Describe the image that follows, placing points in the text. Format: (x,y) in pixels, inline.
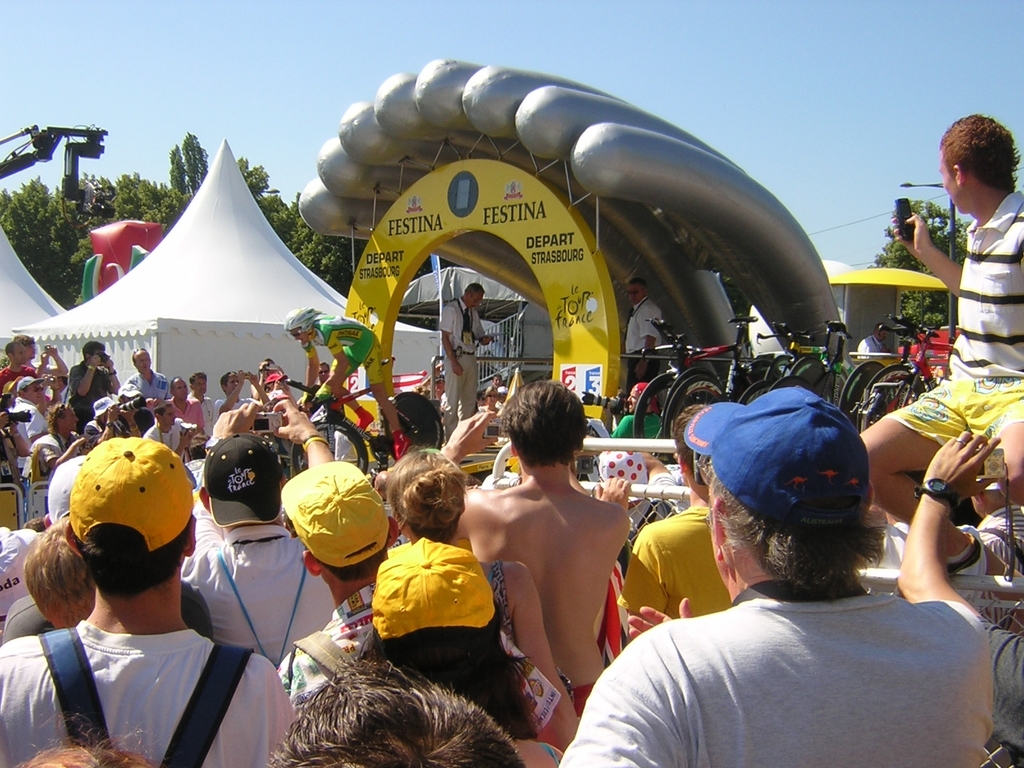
In this image we can see there are people (706,591) and bicycles (863,373). Among them few people (112,418) are holding cameras (179,423). In the top left corner (43,130) there is a camera (101,198). There are trees (36,188). In the background (798,57) we can see the sky (812,124).
